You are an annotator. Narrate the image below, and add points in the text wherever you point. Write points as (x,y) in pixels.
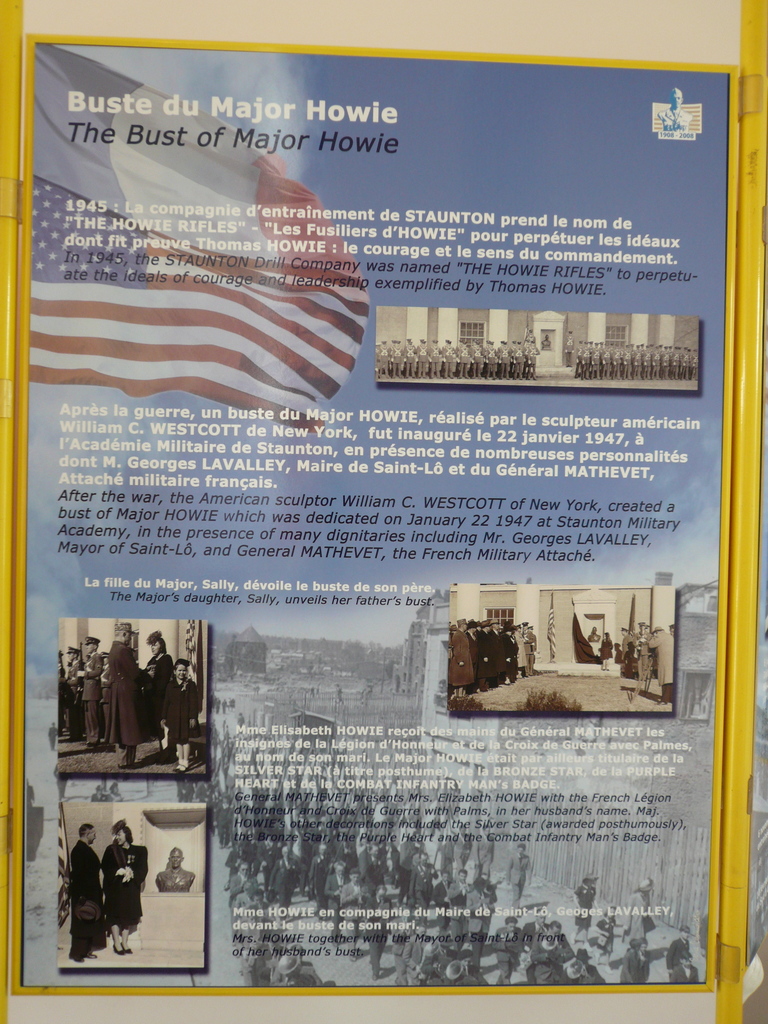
In this image there is one poster (359,301), on the poster (189,310) there is flag (125,323) and some persons (117,685) and there is some text (547,831).
